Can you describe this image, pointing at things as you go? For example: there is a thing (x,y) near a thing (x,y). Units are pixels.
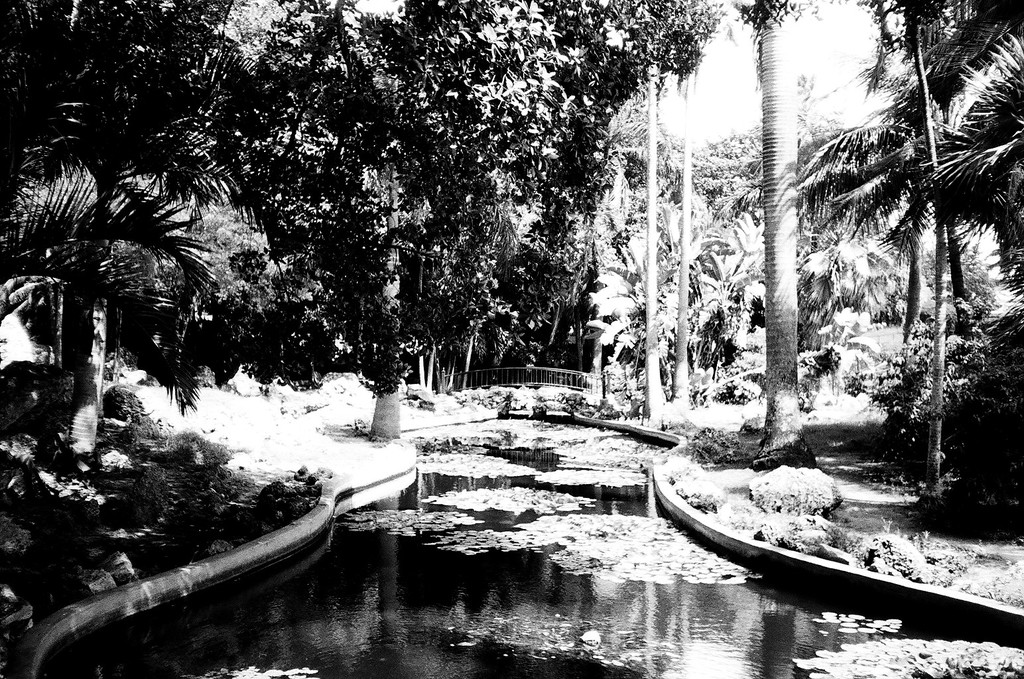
In the foreground of the image (512,578) we can see water pond (504,606). To the right side of the image (978,468) we can see group of trees (976,482). To the left side of the image (334,184) we can see several trees (386,355). In the background (723,93) there is a metal bridge (529,369) and sky (708,104).
